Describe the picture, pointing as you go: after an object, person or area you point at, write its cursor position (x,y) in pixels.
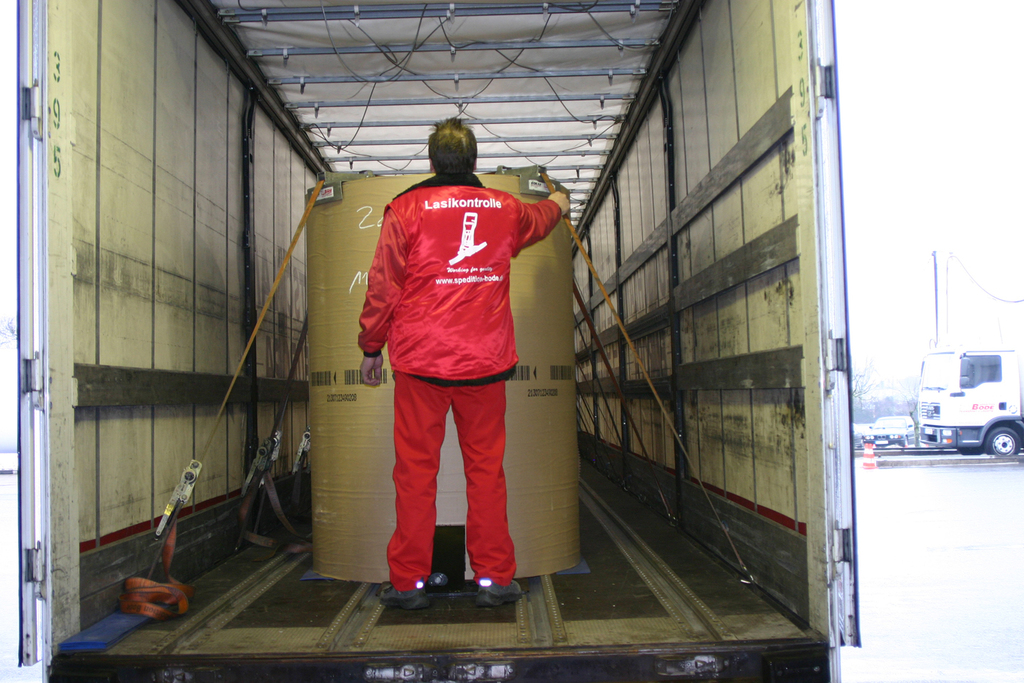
In this picture we can see a person (427,441) holding a drum (552,453) inside the truck (627,474), side we can see few vehicles (891,441) on the road (881,475).
